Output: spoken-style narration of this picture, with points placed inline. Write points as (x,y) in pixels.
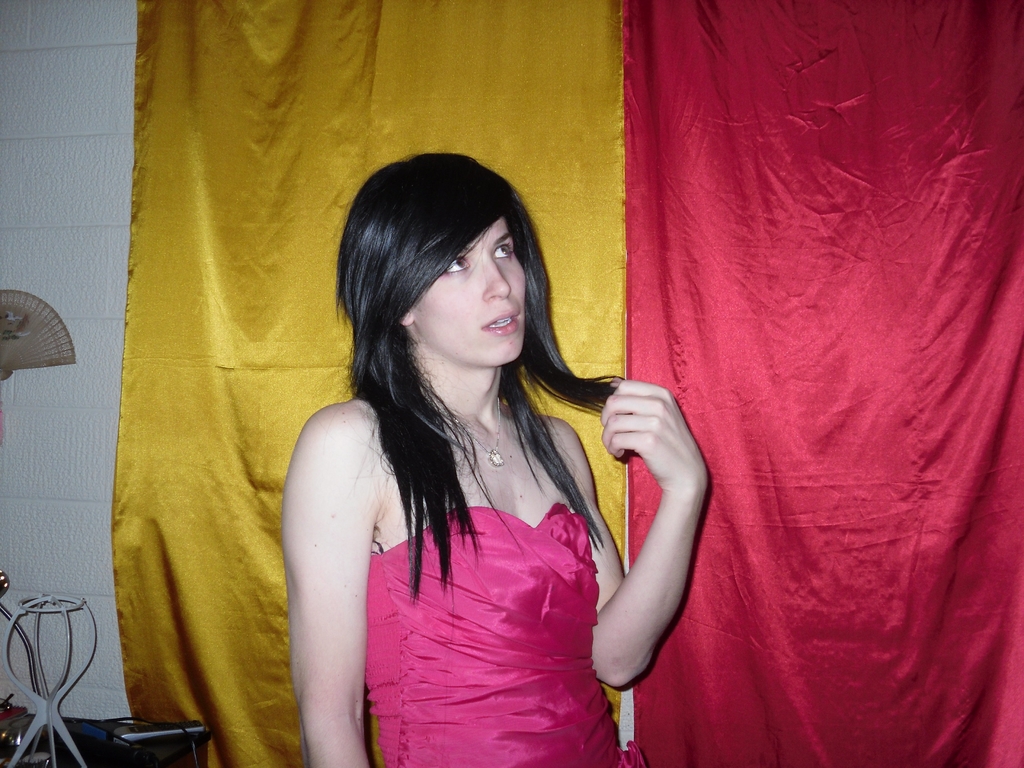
In the image there is a woman (494,607), she is standing and looking upwards, behind her there are two different color clothes (615,138). In the background (131,162) there is a wall (110,224).
